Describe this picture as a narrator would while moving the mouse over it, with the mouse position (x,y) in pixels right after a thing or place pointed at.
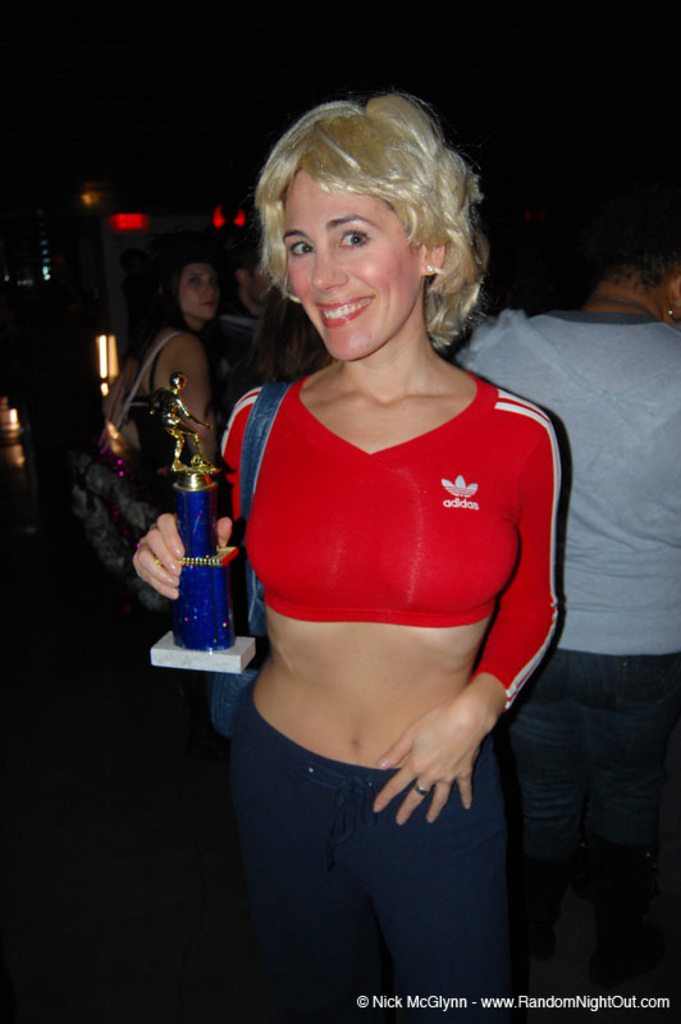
Background (152,98) portion of the picture is dark. In this picture we can see the people (381,139). This picture is mainly highlighted with a woman (279,736) holding an award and she is smiling. At the bottom portion of the picture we can see watermark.
